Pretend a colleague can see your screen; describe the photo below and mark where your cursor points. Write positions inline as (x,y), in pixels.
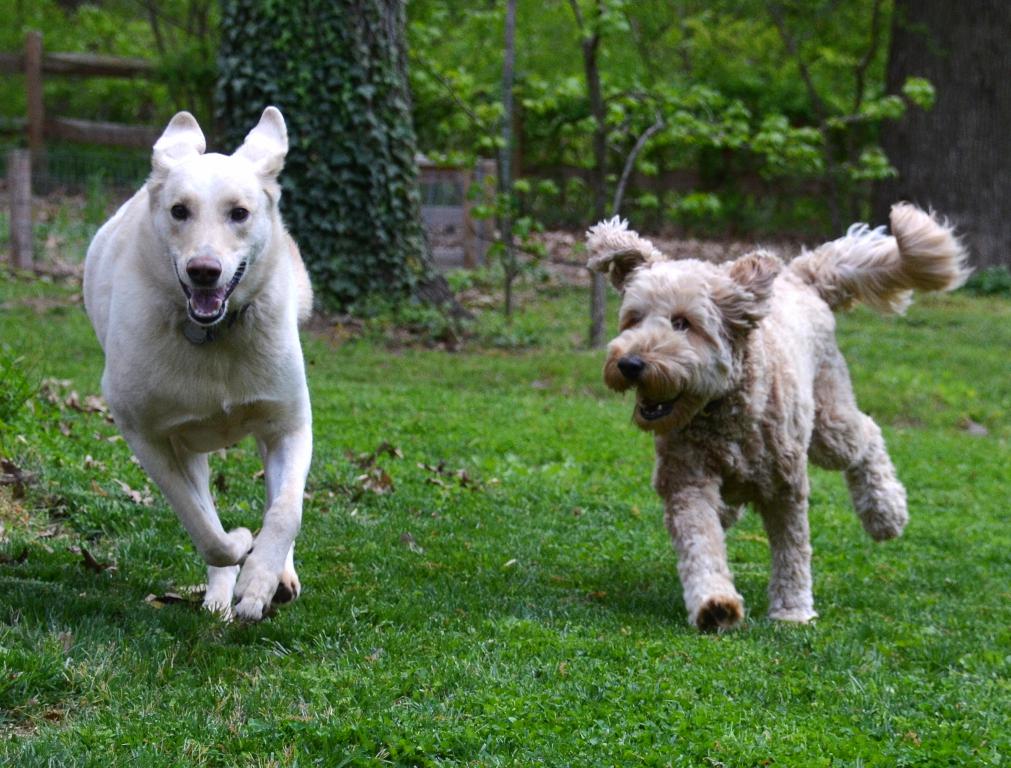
In this image, we can see two dogs (191,505) are running on the grass (696,651). Background (48,157) we can see few plants (541,228), trees (535,133), wooden railing (14,175).
